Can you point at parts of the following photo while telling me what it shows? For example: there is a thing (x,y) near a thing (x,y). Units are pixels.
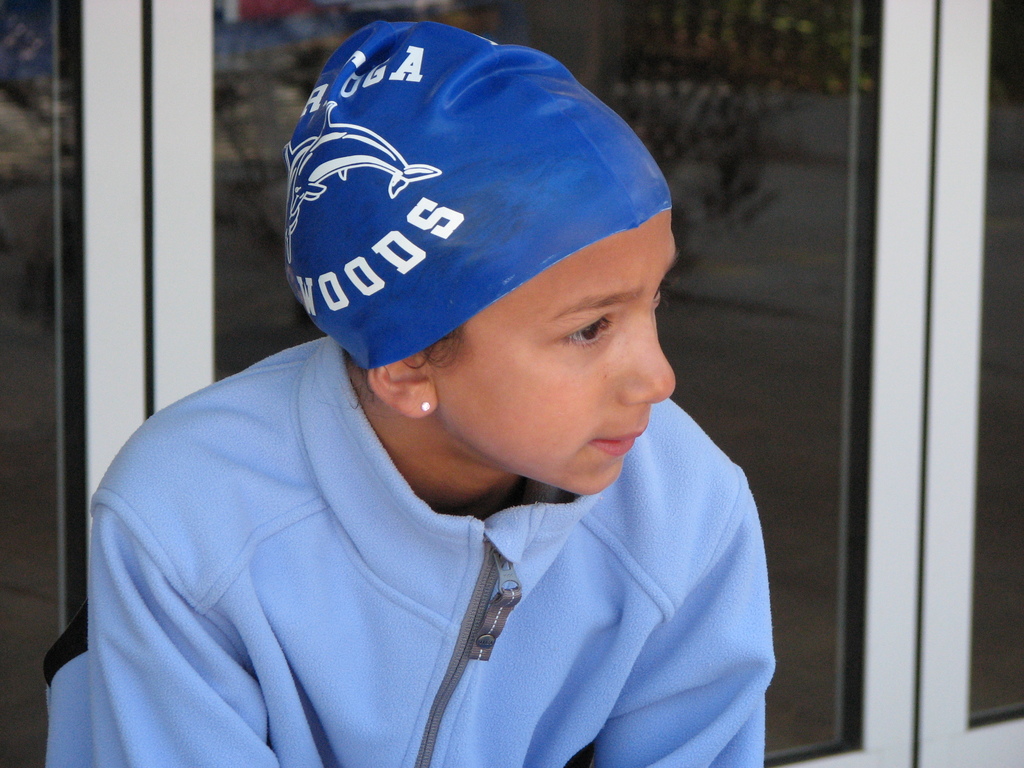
In front of the picture, we see a girl (372,596) is wearing a blue jacket (409,564) and blue cap (418,231). Behind her, we see the glass doors (163,143).
